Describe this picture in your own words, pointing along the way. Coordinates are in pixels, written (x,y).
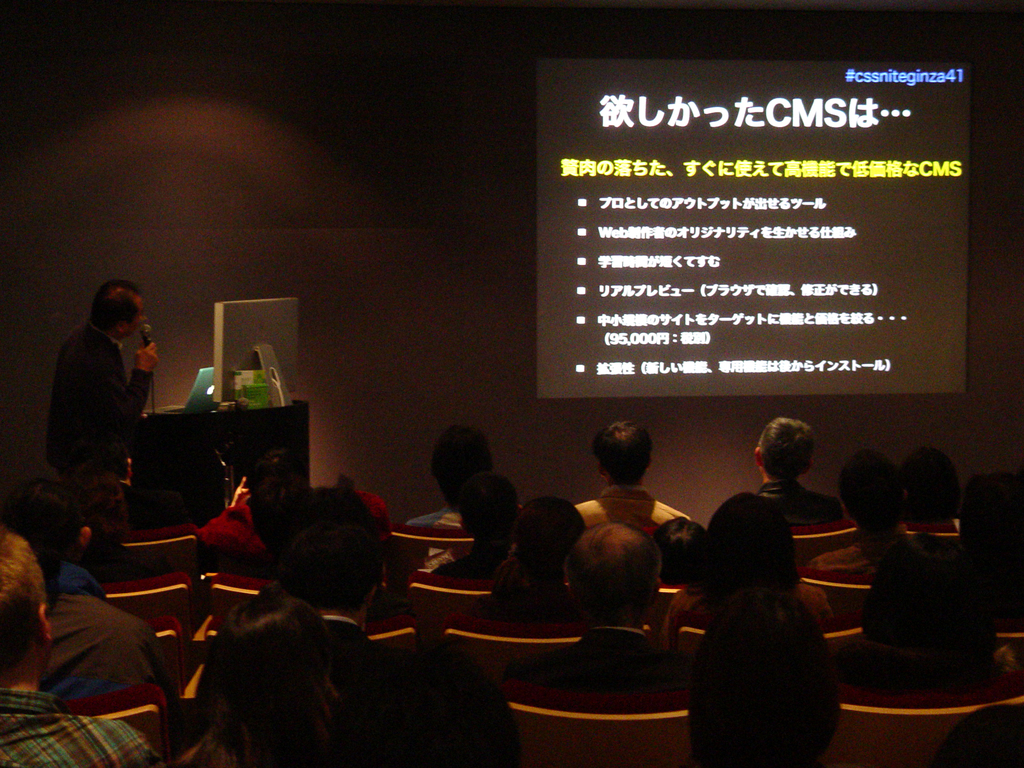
In the image we can see there are people (124,738) sitting on chair (1021,642) and a person (84,449) is standing and holding mic (145,336) in his hand (146,349). There is a monitor (288,362) and a laptop (196,406) kept on the table (264,432) and there is a projector screen (679,214) in front of the people (514,528).
